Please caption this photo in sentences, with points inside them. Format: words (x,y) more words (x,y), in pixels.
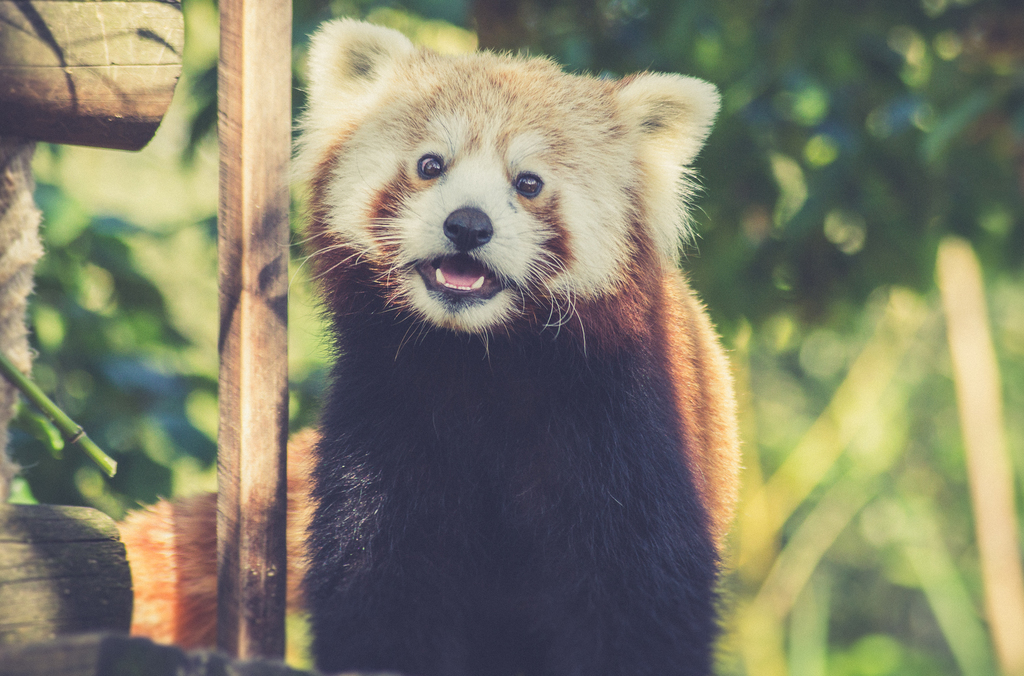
In this image there is an animal (399,458). On the left side (222,235) there are some trunks (47,112). The background (816,174) is blurred.
